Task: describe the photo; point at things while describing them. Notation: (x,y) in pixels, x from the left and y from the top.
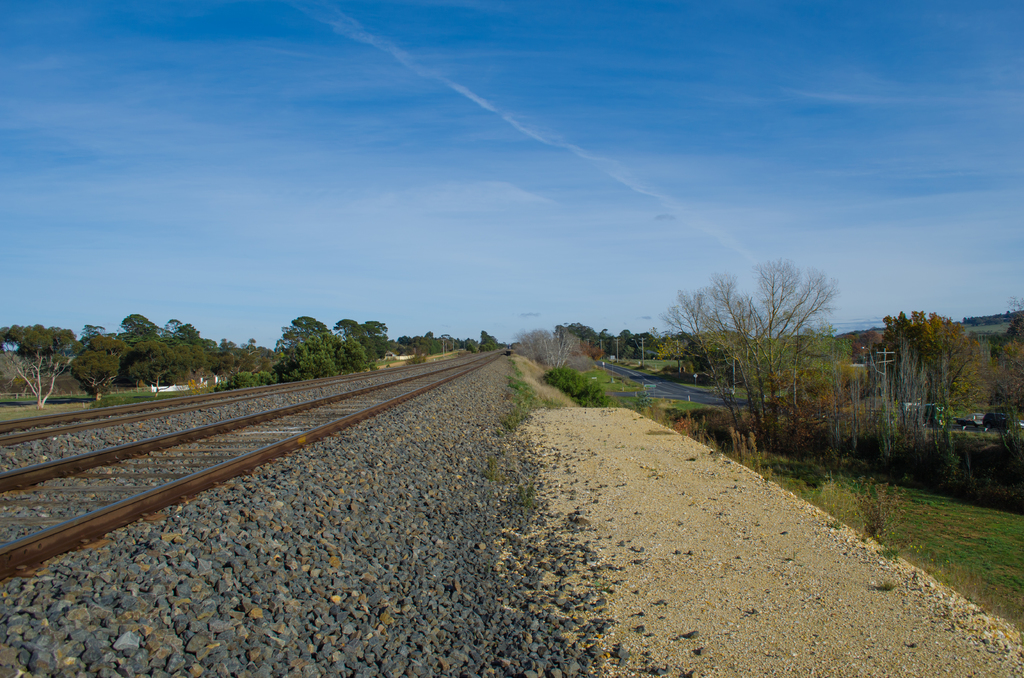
In the image we can see there is a railway track (273,425) on the ground (327,465) and there are lot of stones (392,515) on the railway track (237,451). On both the sides there are lot of trees (801,409).
